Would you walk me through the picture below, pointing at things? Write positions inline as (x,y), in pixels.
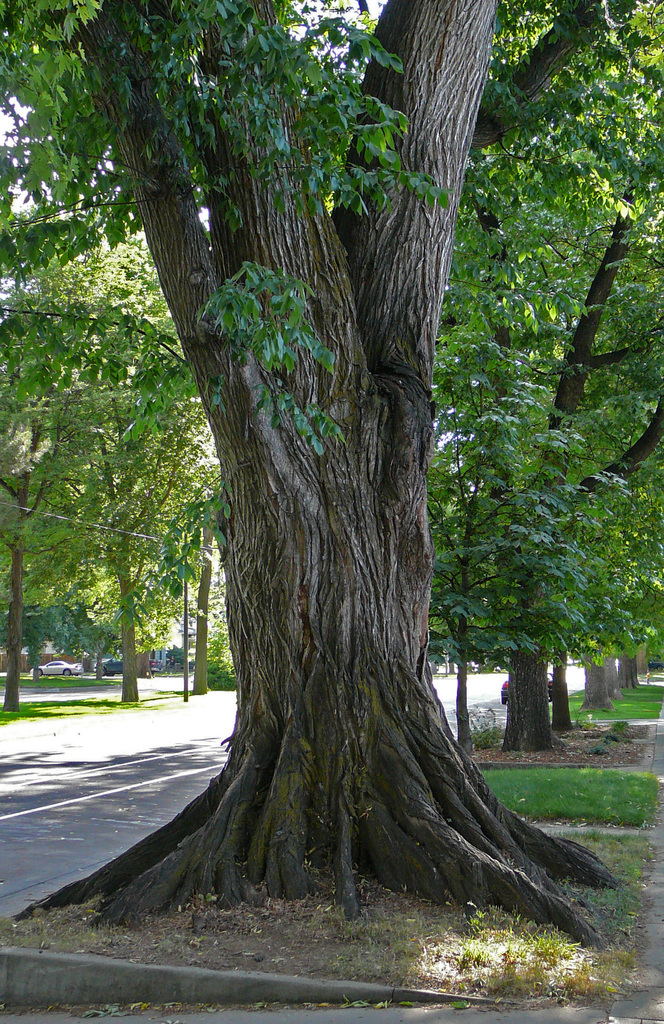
In the foreground of this image (346,641), there is a tree trunk (361,693) on the left (93,782), there is a road (93,782). In the background (577,447), there are trees (573,548) and grass (639,699).
